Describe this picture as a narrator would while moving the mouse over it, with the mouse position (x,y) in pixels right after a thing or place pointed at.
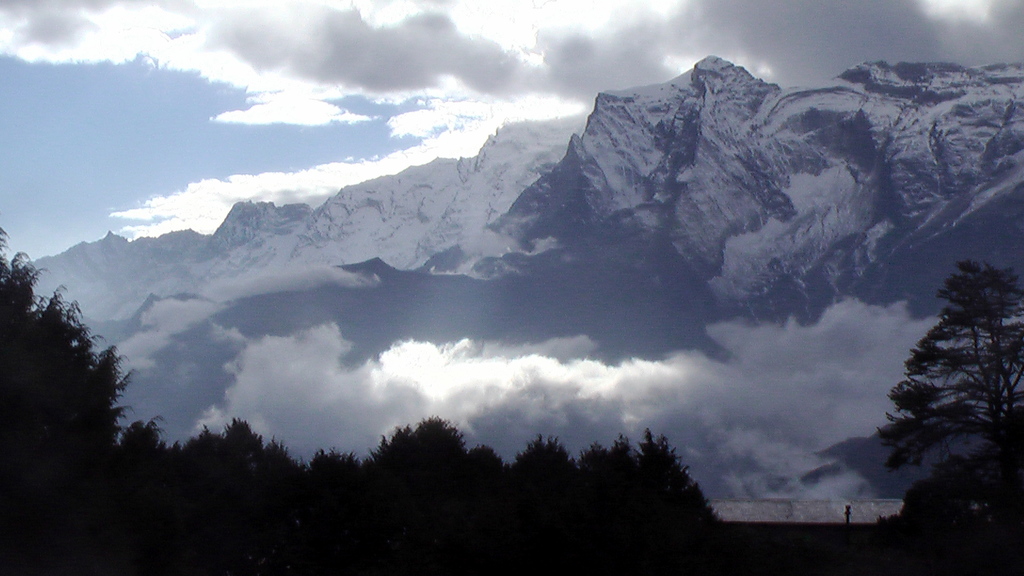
In the picture we can see trees (656,537) and behind it, we can see mountains (406,245) covered with snow (373,234) on it and behind it we can see a sky (356,107) with clouds (545,1).
